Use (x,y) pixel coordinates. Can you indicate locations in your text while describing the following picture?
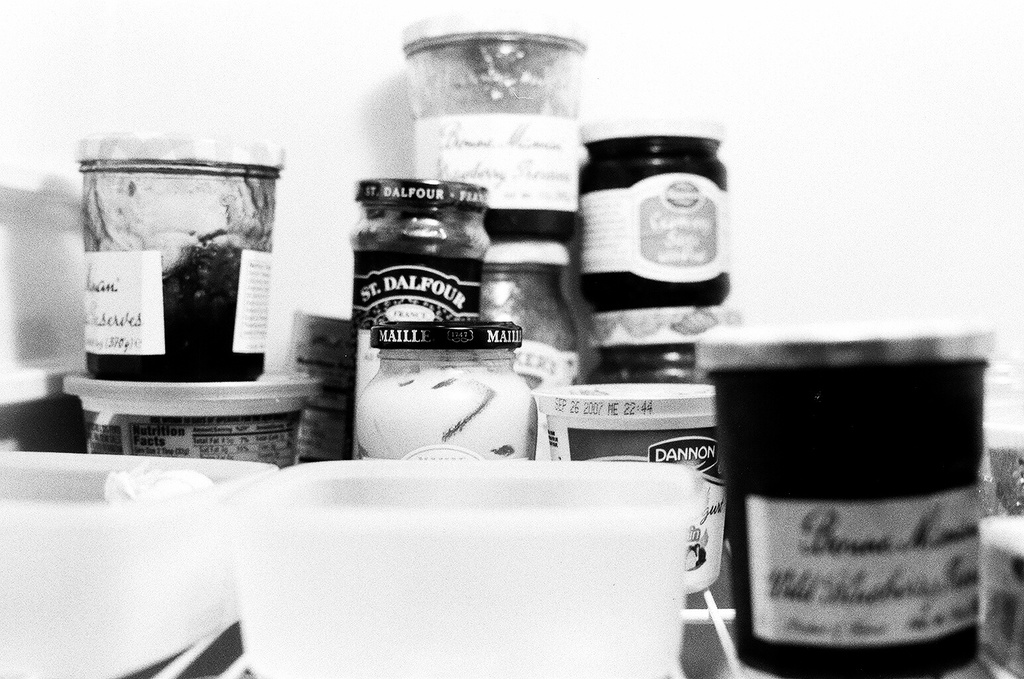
This is a black and white picture. At the bottom of the picture (288,521), we see two plastic boxes (446,561) which are in white color. On the right side (844,432), we see a black color box (834,521). In the background (675,361), we see jam bottles (386,334). In the background (952,158), it is white in color.
